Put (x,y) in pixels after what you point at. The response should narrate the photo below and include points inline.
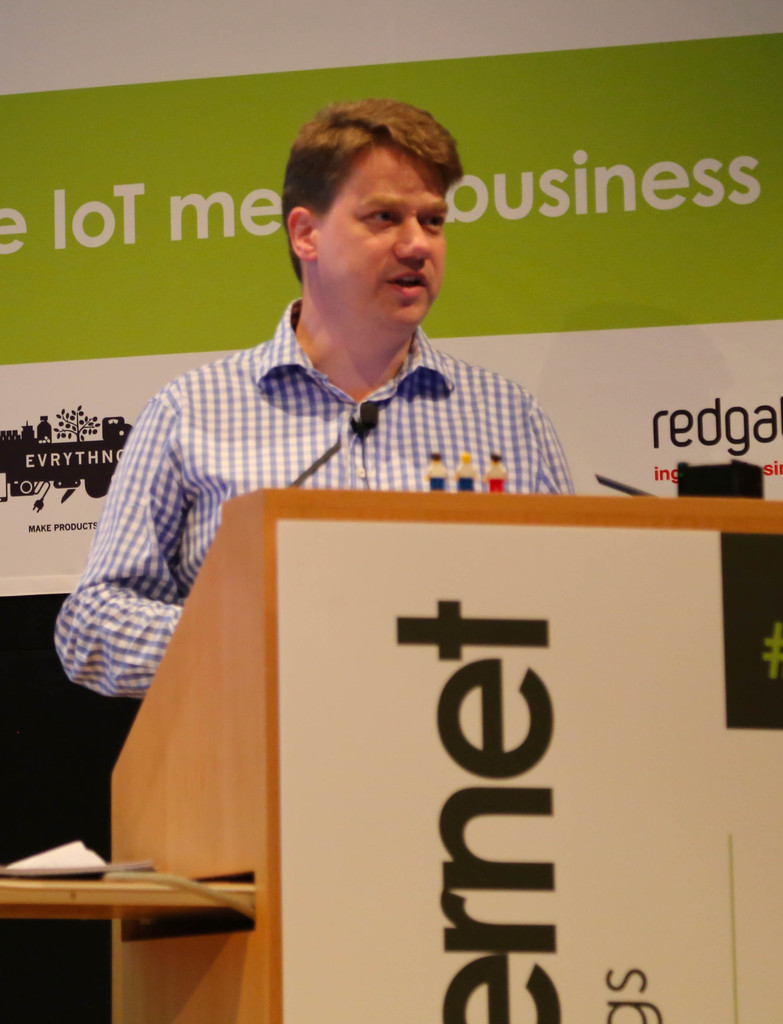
In this image I can see a person (163,464) wearing blue and white shirt (233,450) is standing and I can see a microphone (370,434) to his shirt (355,403). In front of him I can see a brown colored desk (297,688) and few objects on it. In the background (33,48) I can see a white colored wall (216,59) and a banner (101,201) which is green and white in color.
